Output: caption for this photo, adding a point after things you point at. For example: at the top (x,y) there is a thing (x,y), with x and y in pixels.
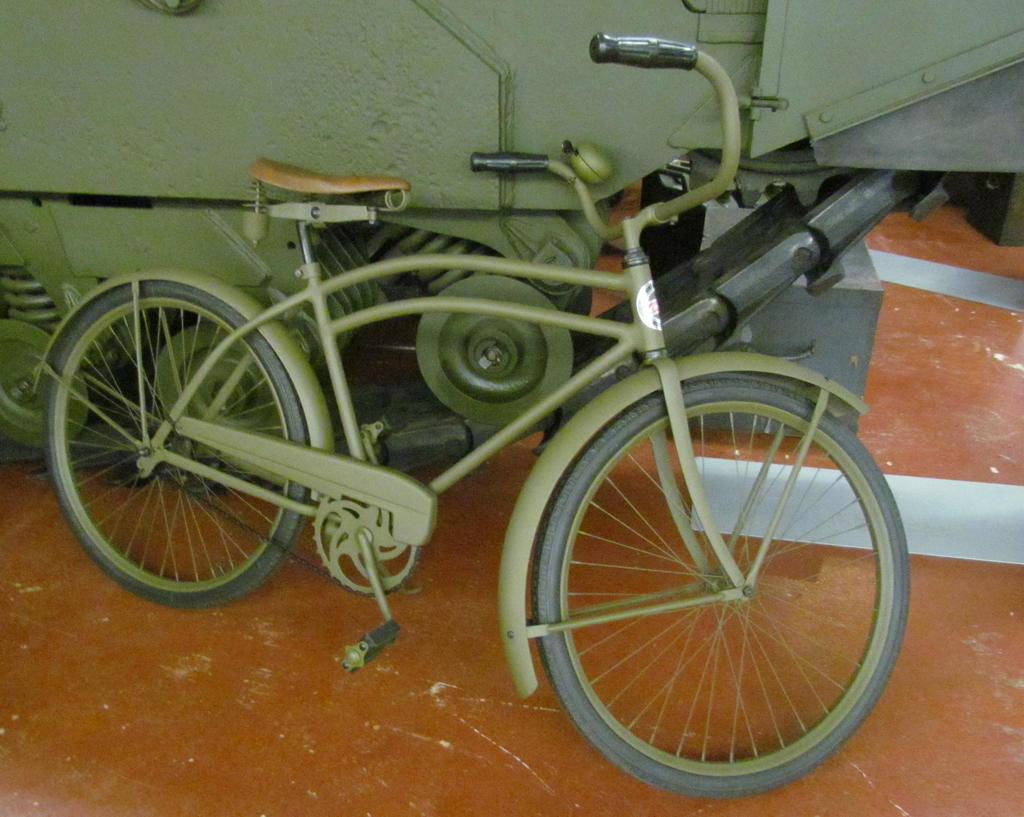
There is a green bicycle (715,519) and a vehicle (420,105) behind it. There is a brown surface (931,564).
